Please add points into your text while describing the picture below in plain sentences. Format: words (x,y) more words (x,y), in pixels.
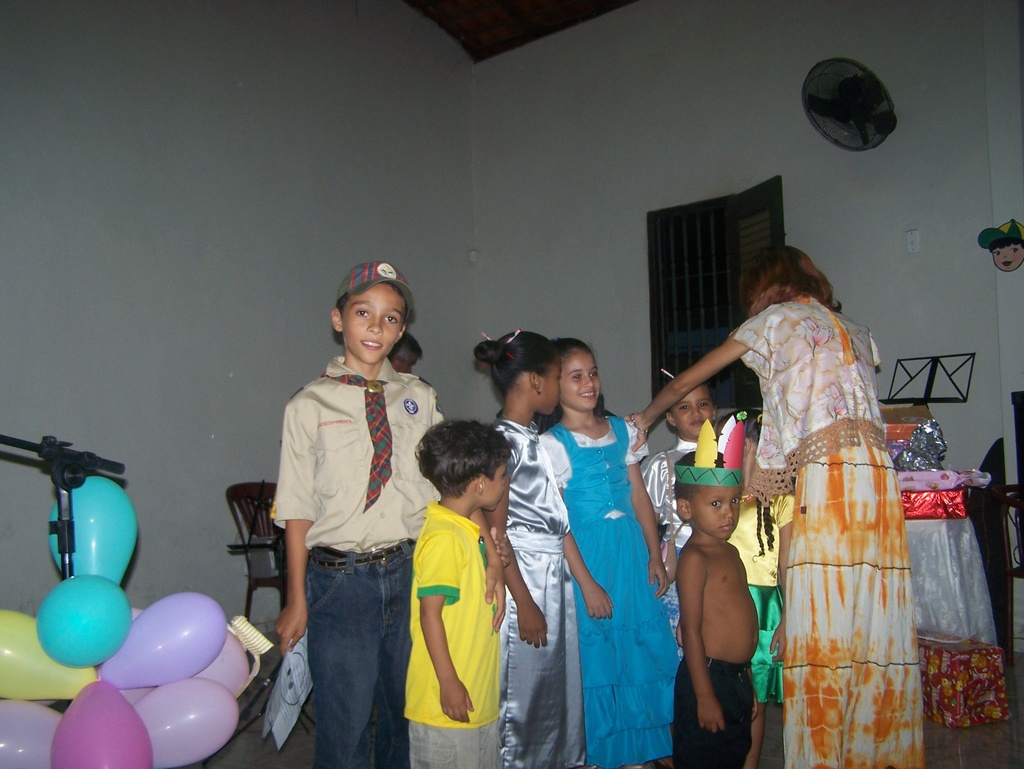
In the foreground (182,627) I can see a group of people (654,685) are standing on the floor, table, balloons (152,631) and chairs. In the background (225,590) I can see a wall (271,123), fan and a window (676,229). This image is taken in a hall (815,665).
